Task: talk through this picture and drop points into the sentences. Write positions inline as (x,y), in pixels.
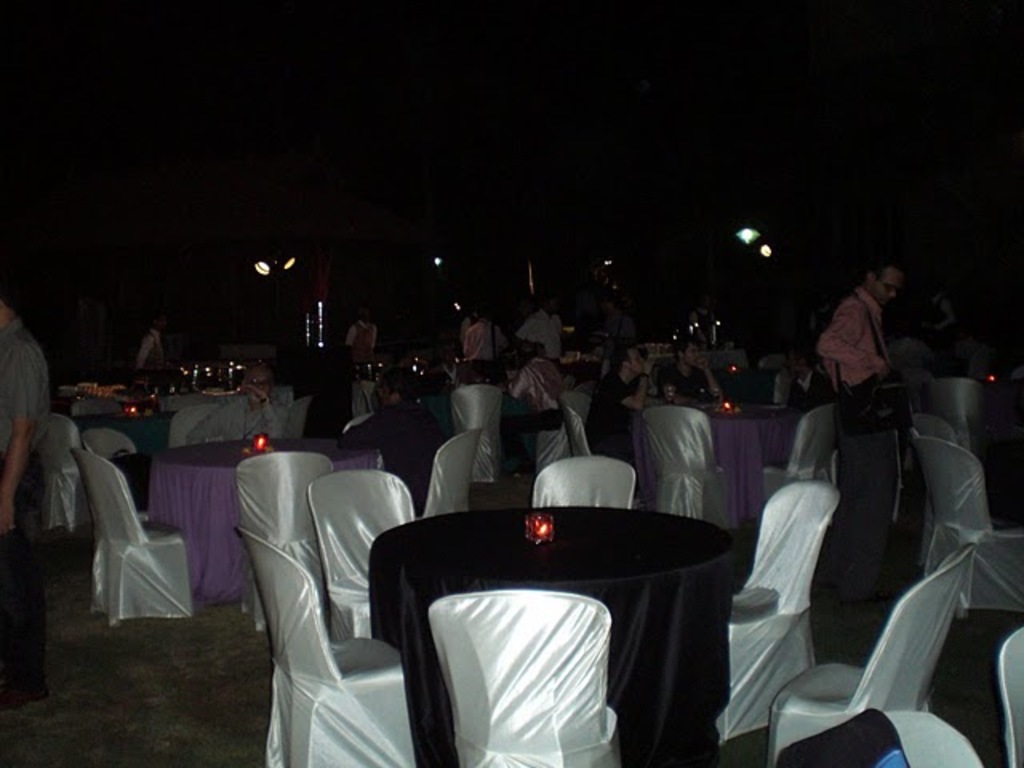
In this image we can see people (638,377) sitting on chairs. There are few people (615,327) standing. In the foreground of the image (429,528) there are chairs (438,495), tables (653,560) with lights (531,525) on them. At the bottom of the image (177,731) there is floor (122,717).
